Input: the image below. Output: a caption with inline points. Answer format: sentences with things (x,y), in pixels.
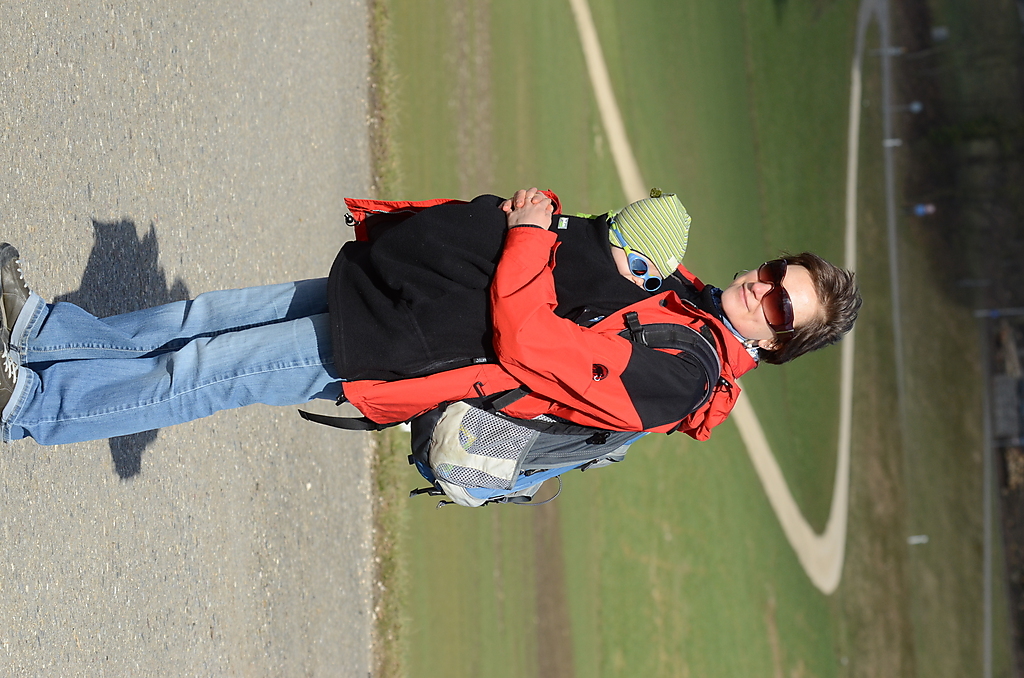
Here in this picture we can see a lady (686,316) holding her baby (627,244), both of them are wearing goggles (783,312), behind them there is a ground (716,50).
